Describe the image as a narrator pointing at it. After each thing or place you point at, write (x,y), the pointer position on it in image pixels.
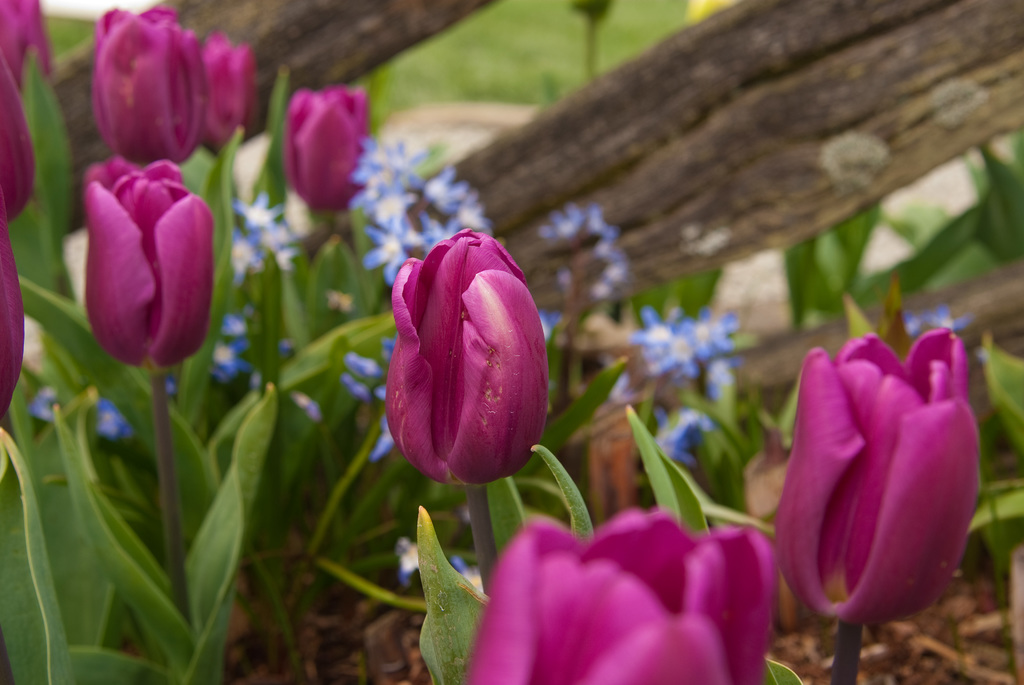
In this image there are flowers (237,368) and leaves (324,354), behind the flowers (525,292) there is a wooden fence (556,174).
